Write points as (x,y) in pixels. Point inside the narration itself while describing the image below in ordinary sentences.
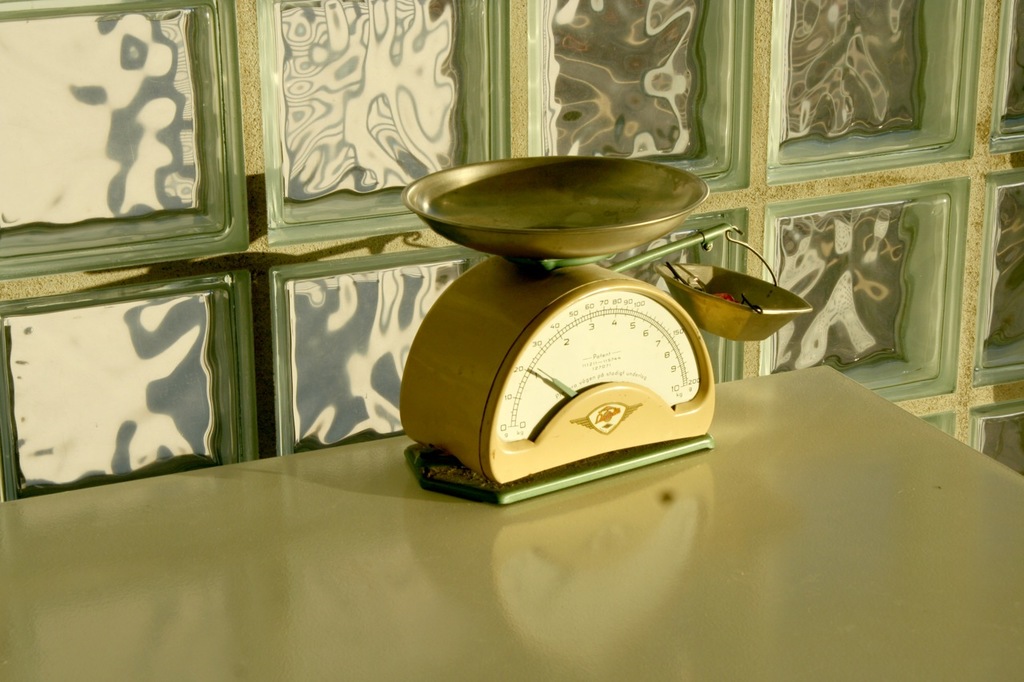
In the picture I can see weighing machine (617,318) is placed on the table (740,572), behind there is a wall (425,38).
